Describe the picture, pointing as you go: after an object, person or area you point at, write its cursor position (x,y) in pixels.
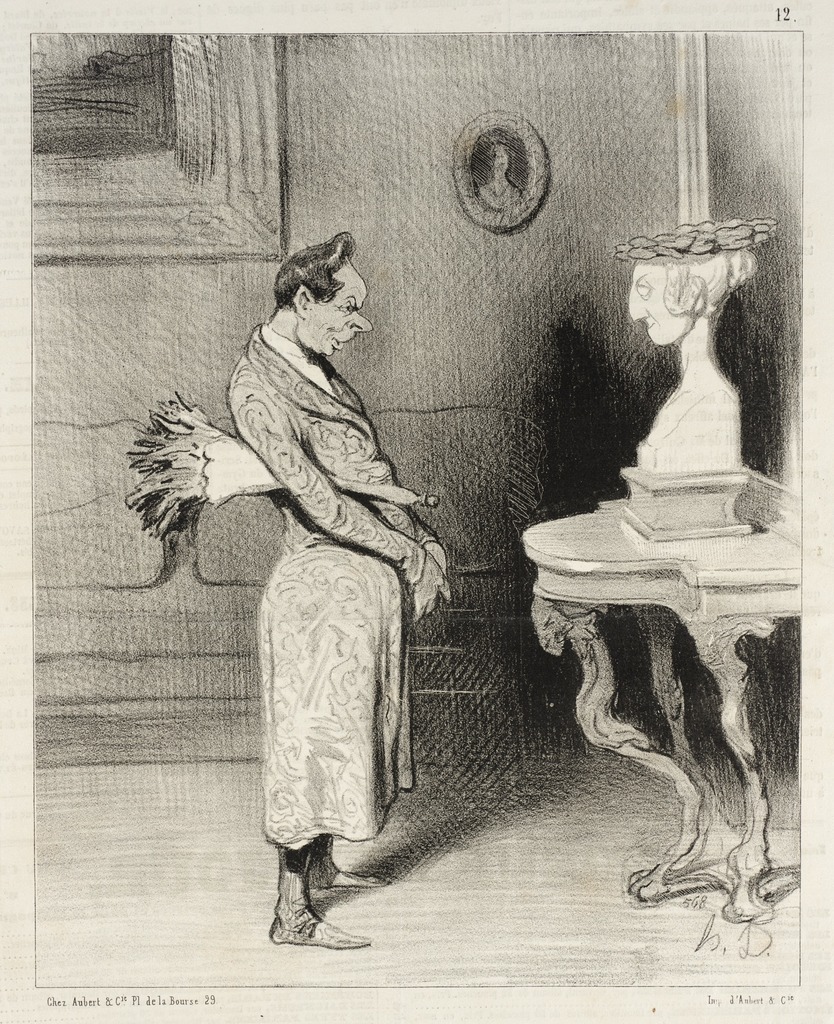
In this image I can see a drawing (549,600). I can see two photo frames (247,153). I can see a person (292,628).
